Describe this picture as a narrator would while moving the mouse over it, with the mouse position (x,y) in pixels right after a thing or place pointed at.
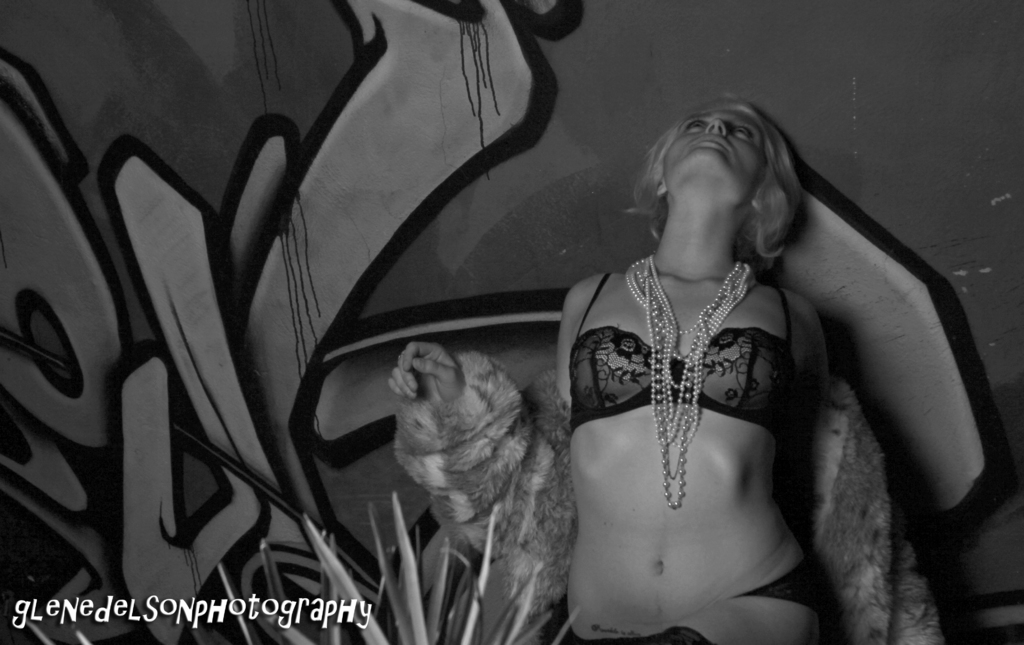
In this picture I can see there is a woman (483,503) standing and she is wearing a coat (483,521) and a necklace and there is a wall (174,448) in the backdrop (174,448) and there is a graffiti design (162,196) on it. The picture is in black and white.
